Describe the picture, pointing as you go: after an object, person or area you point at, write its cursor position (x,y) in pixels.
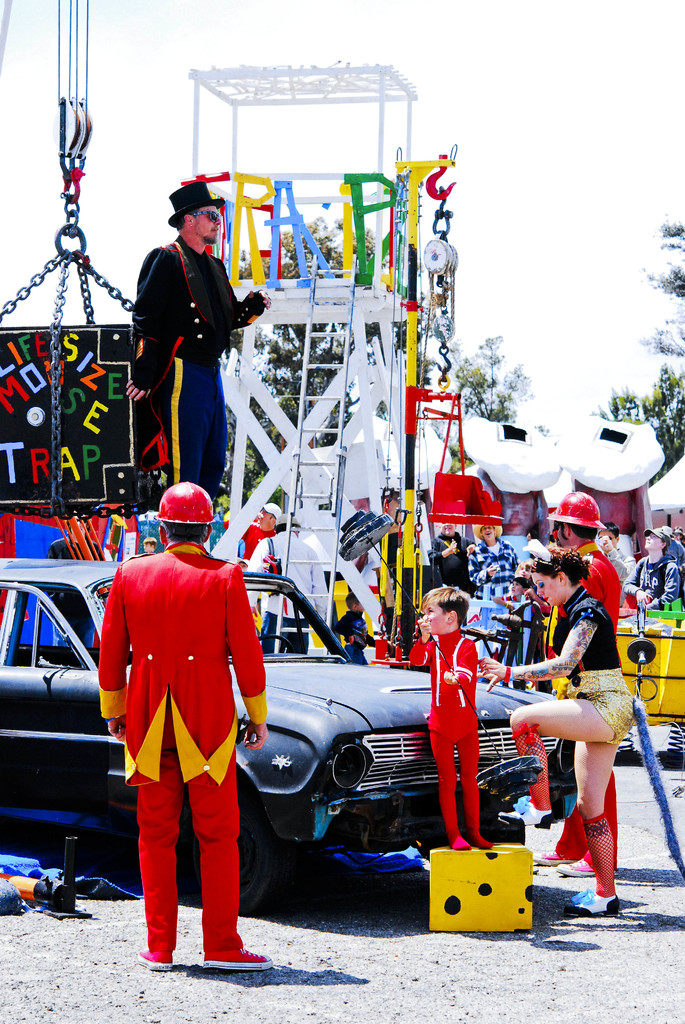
In this picture we can see a group of people (195,810) standing, car (41,614), ladder (305,347), crane (441,232), chains (62,288) and in the background (38,302) we can see trees (640,410), sky (477,86).
